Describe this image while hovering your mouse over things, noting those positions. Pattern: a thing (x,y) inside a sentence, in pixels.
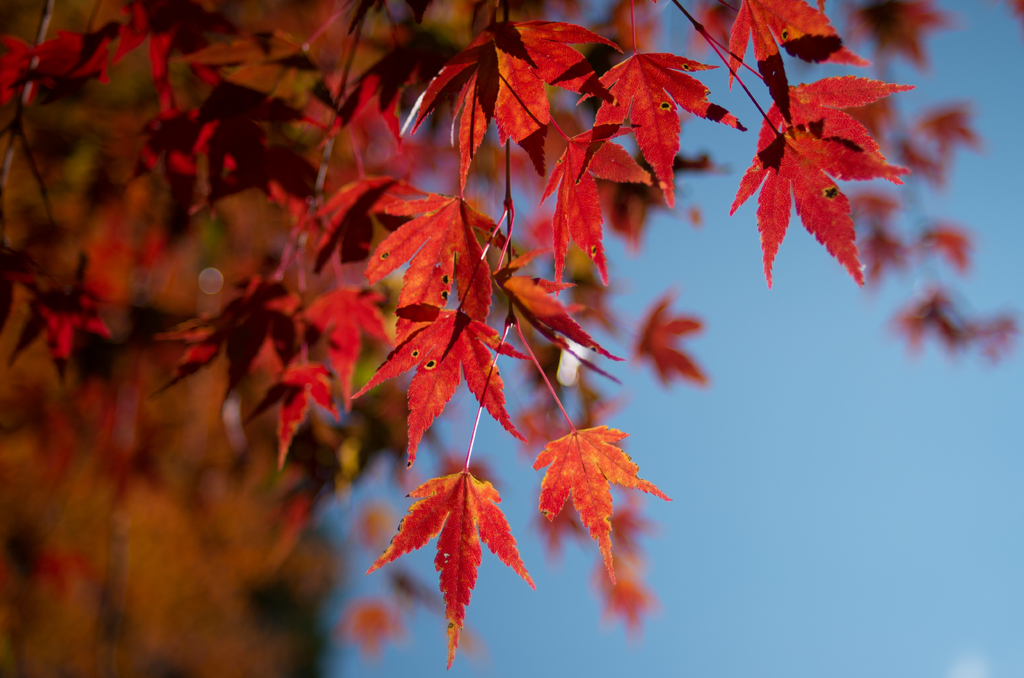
In this image we can see red color leaves (387,370) and sky (857,499).
